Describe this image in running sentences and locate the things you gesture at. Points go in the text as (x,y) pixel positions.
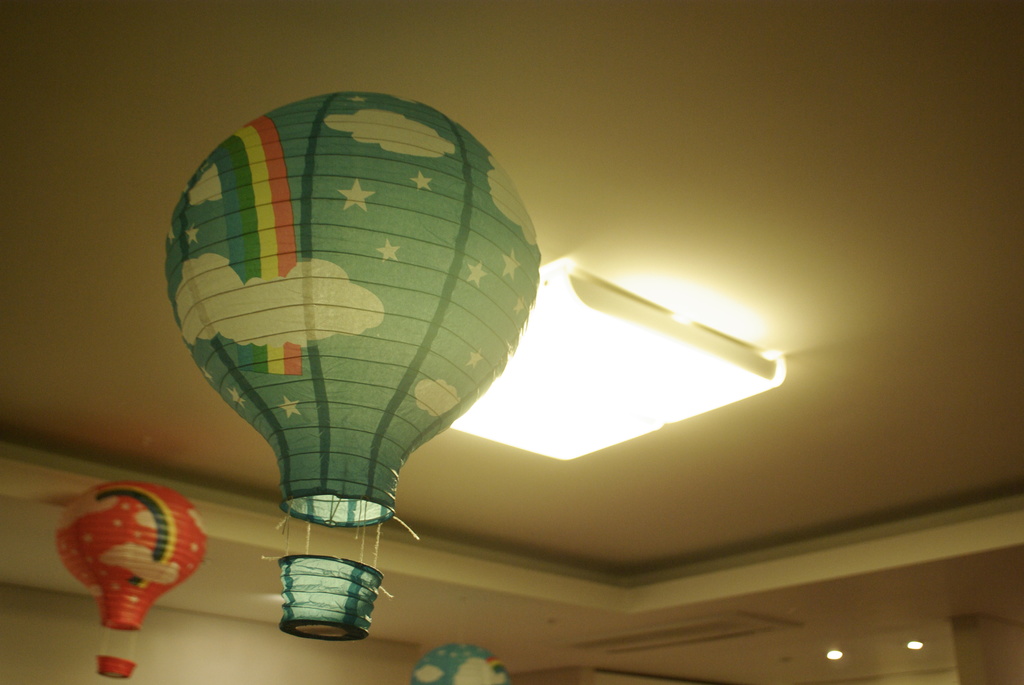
In this image we can see a inner roof (579,470) of the house (598,456). Some decoration (339,322) are sticked to a roof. A light (582,379) is glowing.
